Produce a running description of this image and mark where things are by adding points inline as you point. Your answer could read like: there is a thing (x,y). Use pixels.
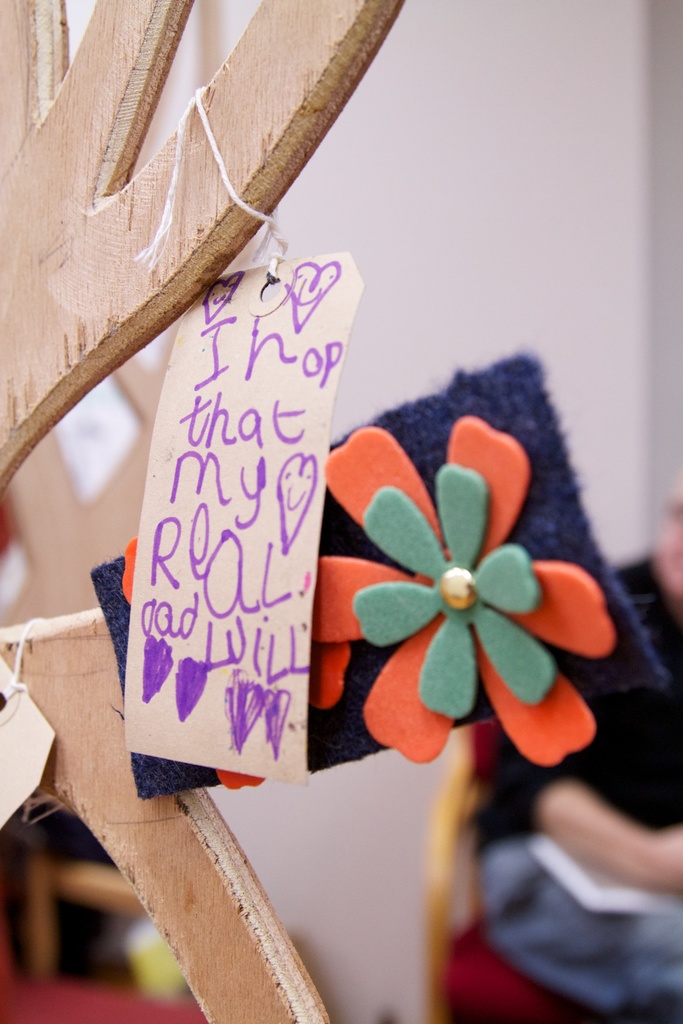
In this image we can see there is a stick (73,222) with a board (233,426) and a cloth (427,577) with flower design (472,545). And at the back (512,853) there is a person (593,945) sitting on the chair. And there is a wall (339,818).
